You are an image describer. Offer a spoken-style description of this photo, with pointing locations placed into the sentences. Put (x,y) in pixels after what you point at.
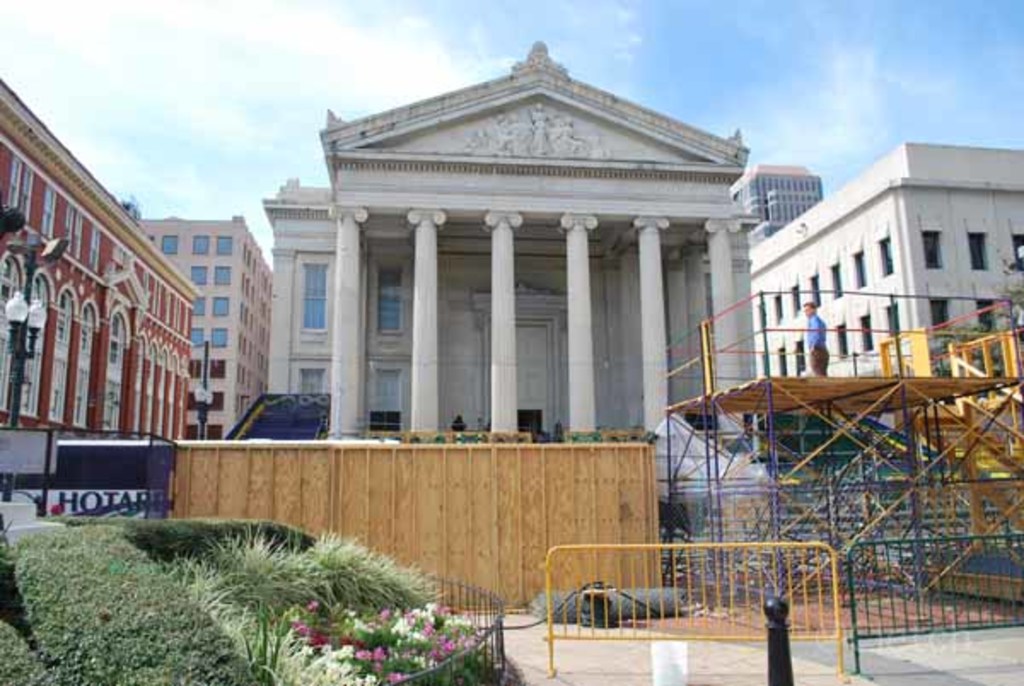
In this image, we can see buildings (503,284), lights (35,315), poles (29,327) and we can see some plants (317,580) with flowers (387,617), railings (794,565) and there is a person (813,356) standing on the scaffolding building (812,408). At the top (605,36), there are clouds (406,28) in the sky (414,21).
